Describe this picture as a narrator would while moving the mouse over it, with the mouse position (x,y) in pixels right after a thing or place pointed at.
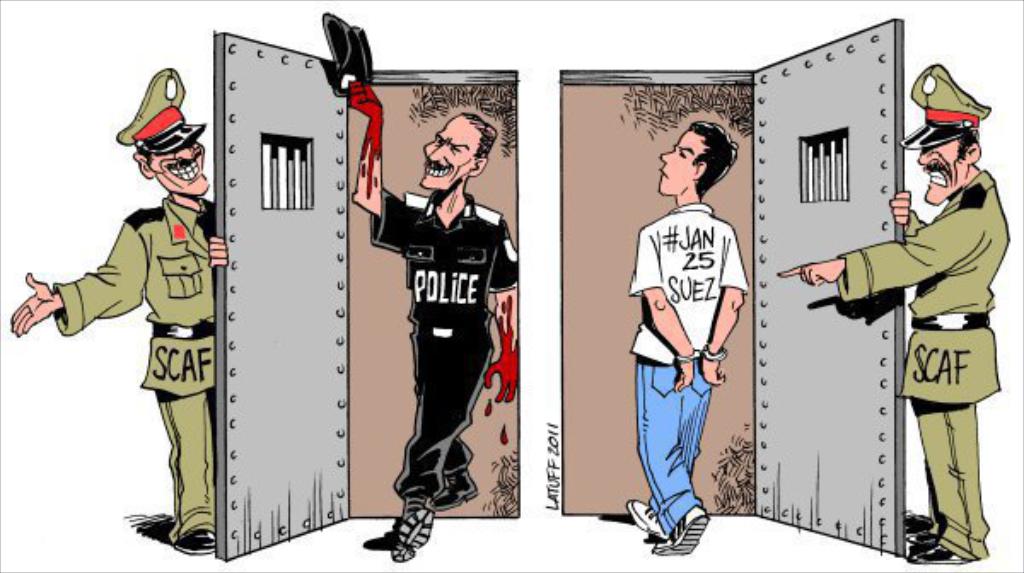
In this image we can see cartoon pictures (178,182) of man (681,279) in different costumes (413,298).
